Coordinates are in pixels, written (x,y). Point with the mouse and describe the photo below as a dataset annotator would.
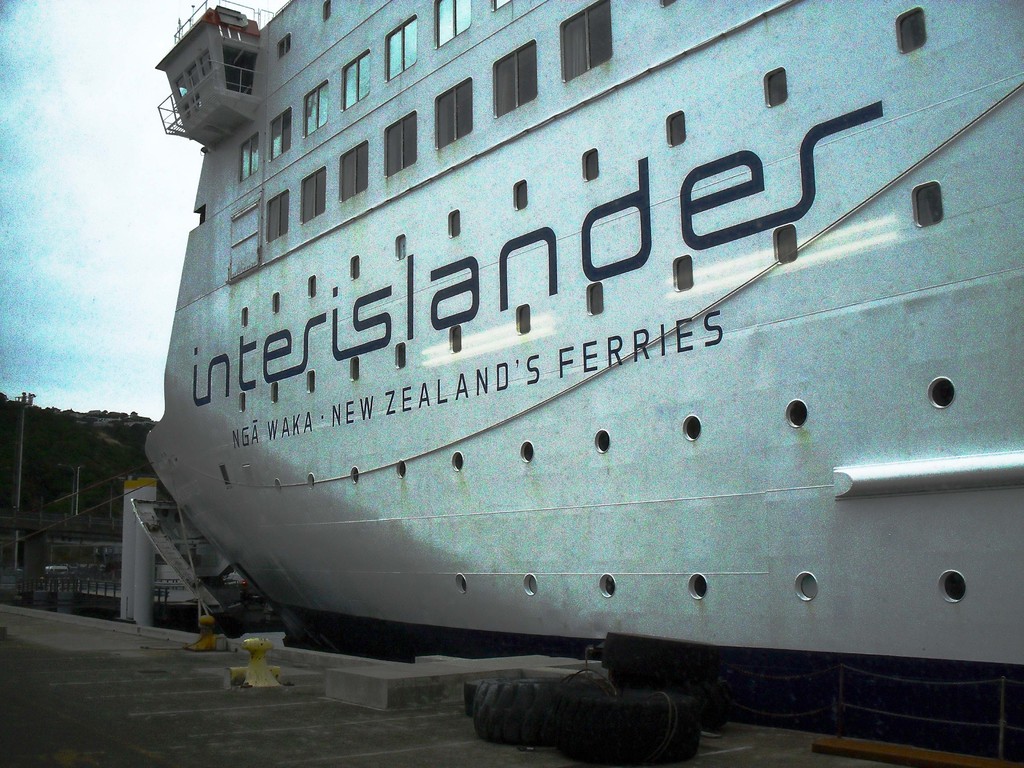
On the right side (876,322), there is a ship (626,57) having glass windows (578,15), holes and text (377,407) on it. Beside this ship (610,422), there is a platform (354,688). In the background (48,466), there is a mountain (7,420) and there are clouds (70,147) in the sky (66,161).
